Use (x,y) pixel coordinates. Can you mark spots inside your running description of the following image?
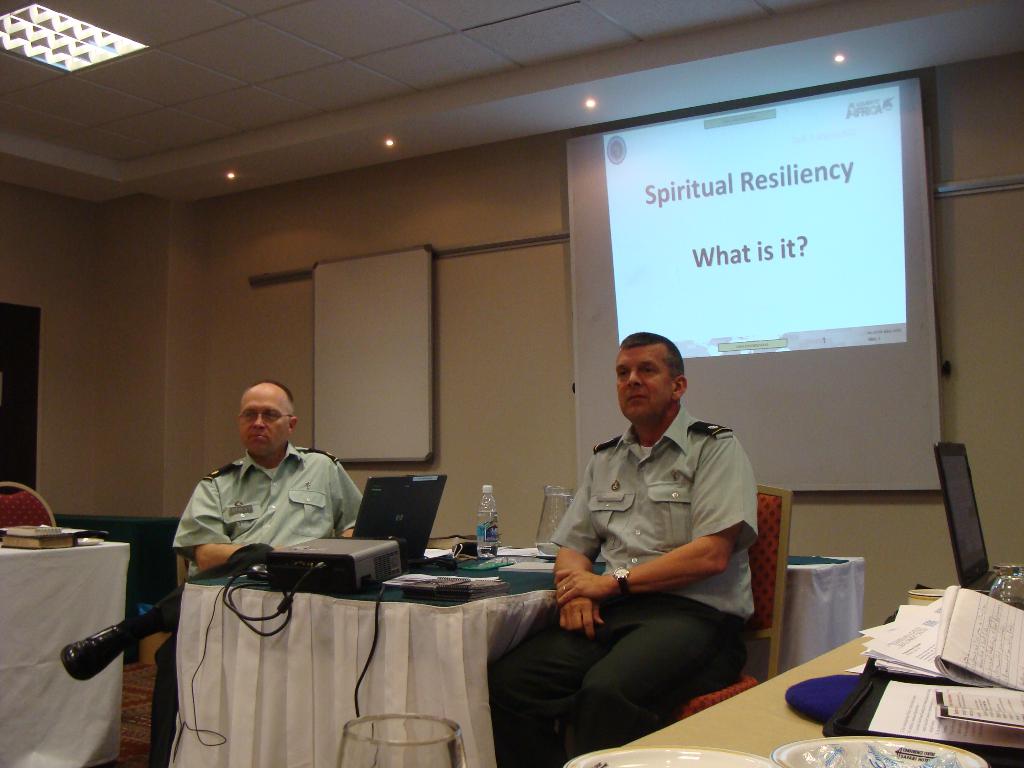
This image is clicked in conference room (48,353). There is a screen (726,299). on the left side (284,406) two people (626,392) are sitting on chair (763,524) between them there is a table (460,699) on that table (468,669) there is a laptop (427,490), projector machine (374,571), bottle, papers (454,591) and the cloth (362,630) on that. There are tables (807,636) around them, there is a table (845,648) in the bottom right corner (729,730), on that table (1017,759) there are papers (979,655), books (976,663), there lights (24,50) on the top left corner (25,21). There is a book (70,539) left side (43,529) on that table (77,546). Both men (351,502) they are wearing grey color shirt (646,551) and black color pant (606,653).
